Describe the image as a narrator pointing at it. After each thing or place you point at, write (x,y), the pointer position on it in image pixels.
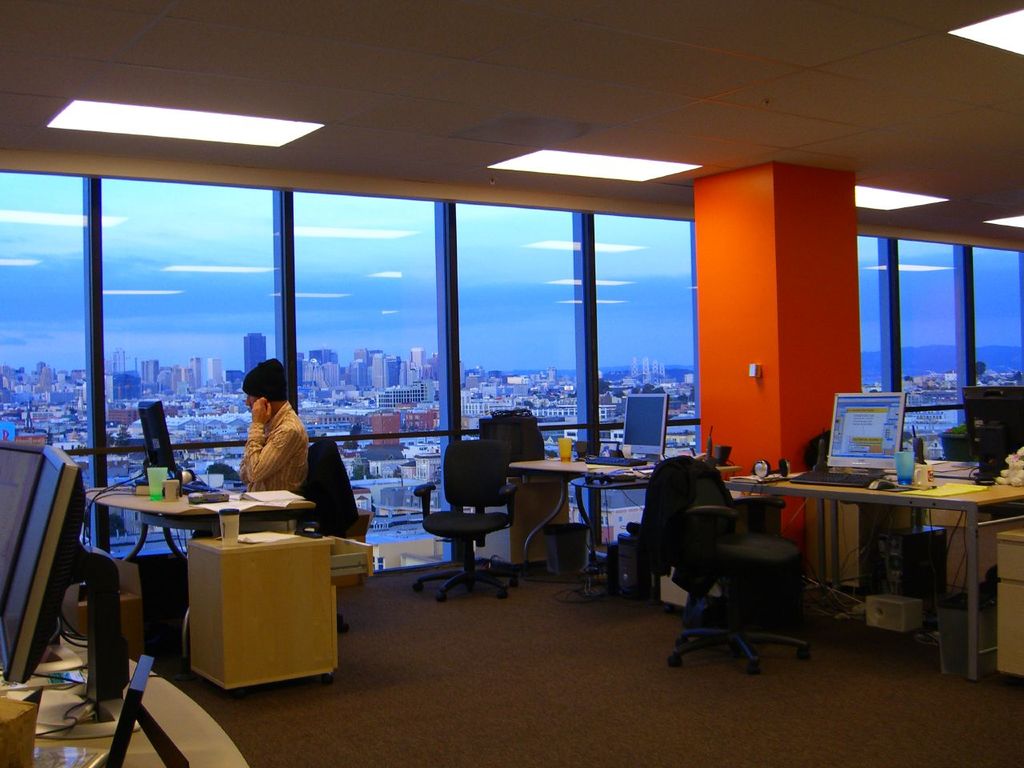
In this image, In the left side (56,738) there is a table (115,502) which is in white color on that there is a computer (162,450) which is in black color and there are some glasses (161,491) on the table (306,502), There is a person (265,445) sitting on the chair (325,502), In the right side (822,545) there are some table (830,510) in white color and there are some computers (871,450) on the table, There are some chairs (466,462) which are in black color, in the background (420,534) there are some windows (262,283) in black color and there is a blue color sky (344,260).
